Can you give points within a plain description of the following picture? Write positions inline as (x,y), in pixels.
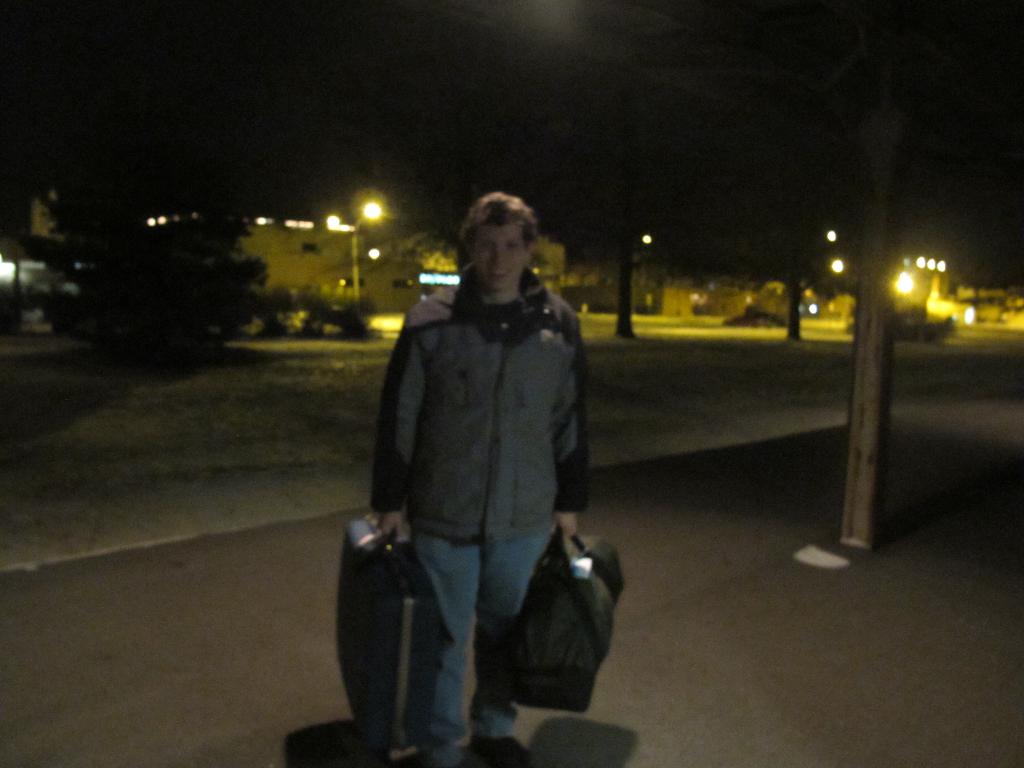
In the image we can see a person (440,338) standing, wearing clothes (500,409) and holding luggage bags (559,606). Here we can see the road (802,660), poles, tree (98,331), lights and the dark sky (552,105).
